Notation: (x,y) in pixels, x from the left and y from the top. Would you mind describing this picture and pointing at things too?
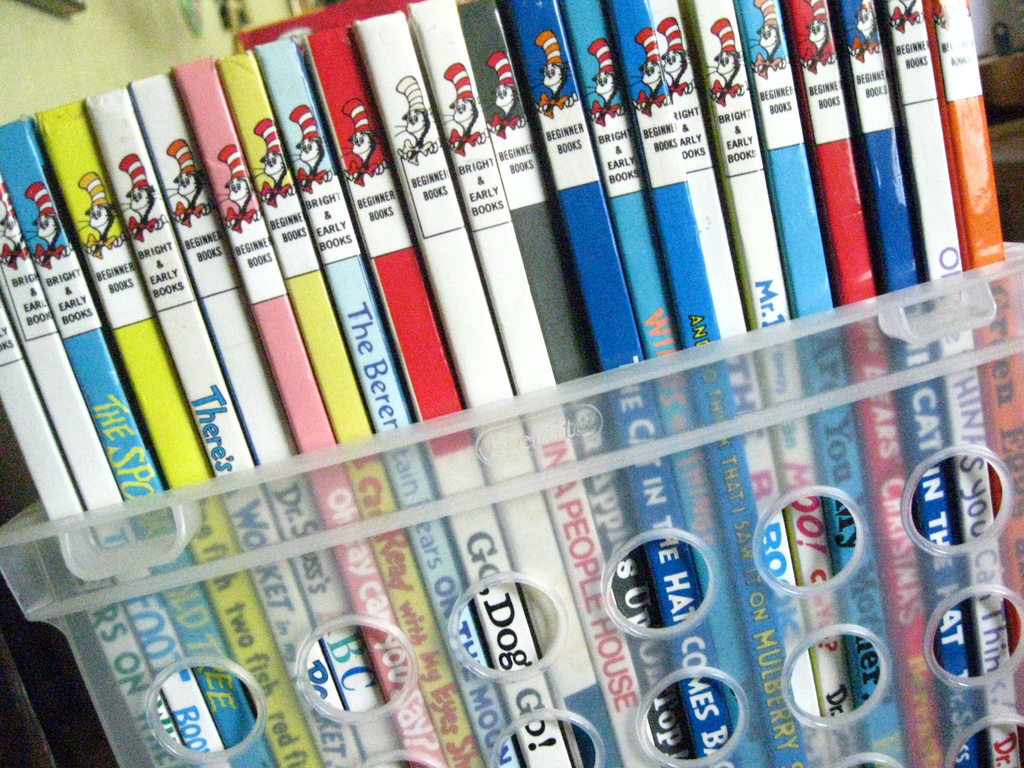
In this image we can see a books (359,608) in the plastic container (489,538).
